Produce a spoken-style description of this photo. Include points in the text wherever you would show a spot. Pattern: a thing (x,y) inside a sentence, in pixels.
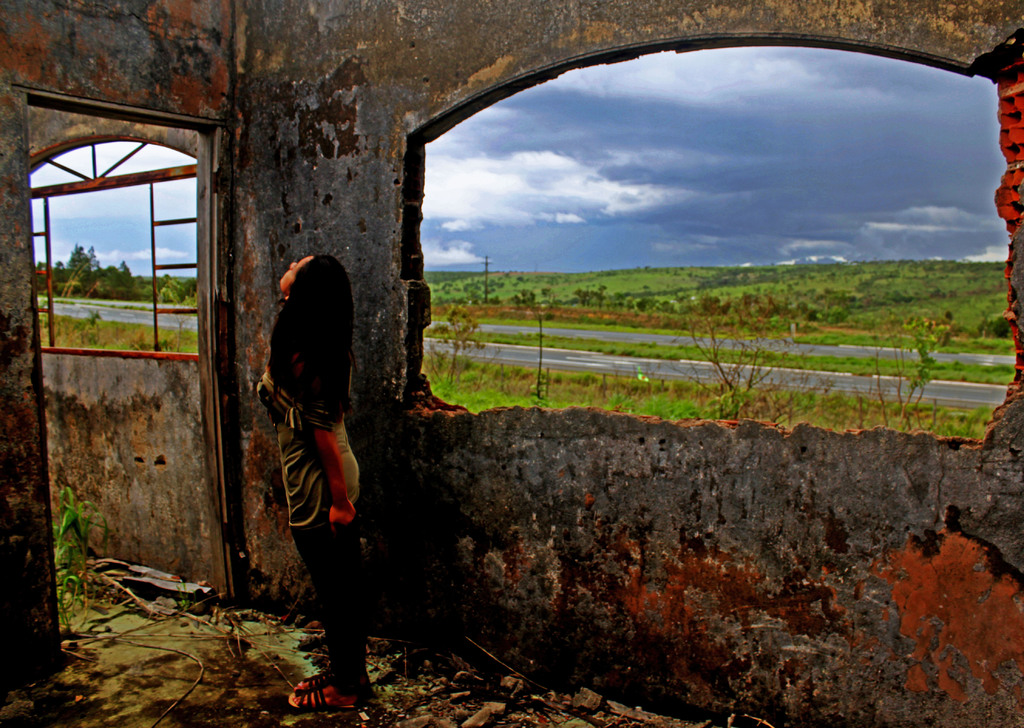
This picture is an inside view of a building (355,345). In this picture we can see the windows (49,228), door (185,123), wall (515,457). On the left side of the image (322,458) we can see a lady (330,607) is standing. At the bottom of the image (255,689) we can see the floor (383,699) and twigs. Through the windows (697,253) we can see the hills (953,270), trees (664,295), road (509,334), grass (520,324) and clouds (707,115) are present in the sky (707,115).
